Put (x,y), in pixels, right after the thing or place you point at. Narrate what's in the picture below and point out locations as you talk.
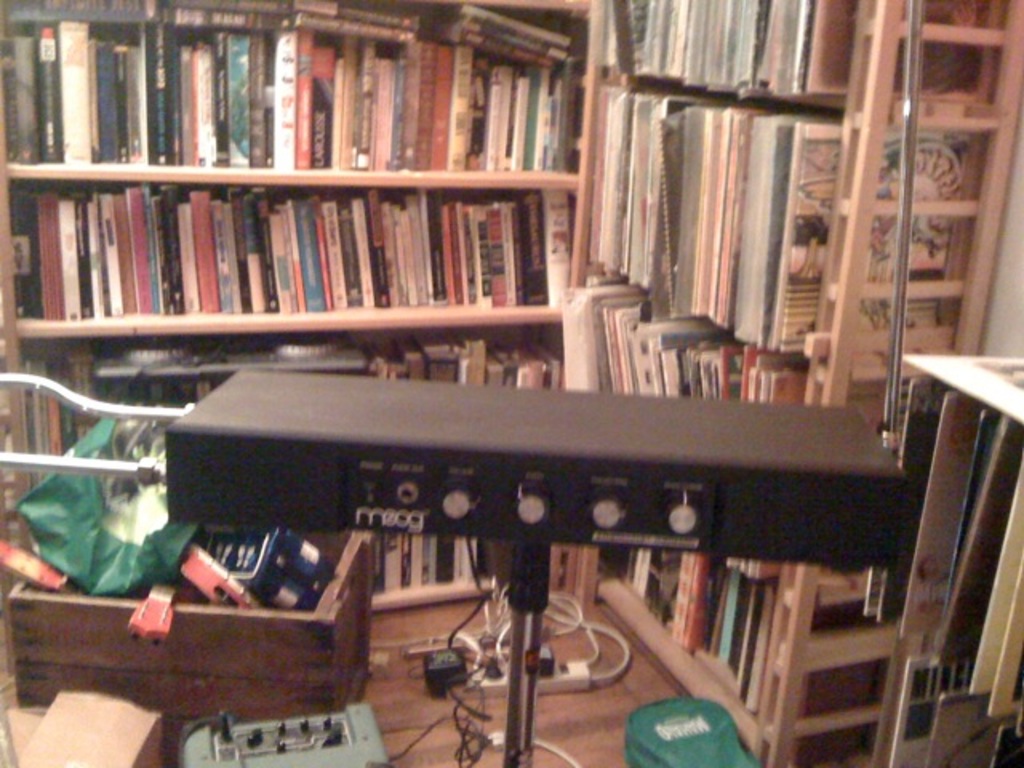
In this image, we can see a big book shelves (59,336) filled with so many books (636,342). At the bottom (340,727), we can see the box (326,679), some items (480,681), wires (473,665), rods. Here there is a black color object (501,517).
